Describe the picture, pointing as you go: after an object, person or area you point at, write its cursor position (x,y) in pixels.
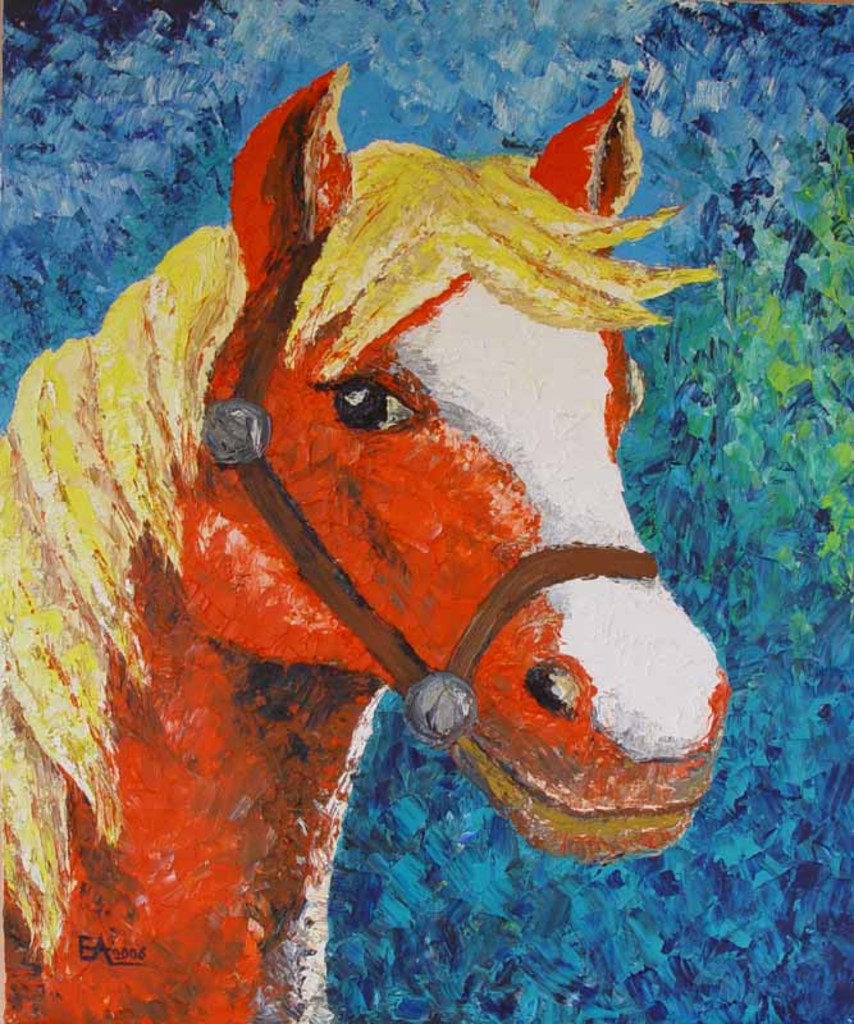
Here in this picture we can see a painting (70,220) of a horse (296,874) present with different colors over there.
